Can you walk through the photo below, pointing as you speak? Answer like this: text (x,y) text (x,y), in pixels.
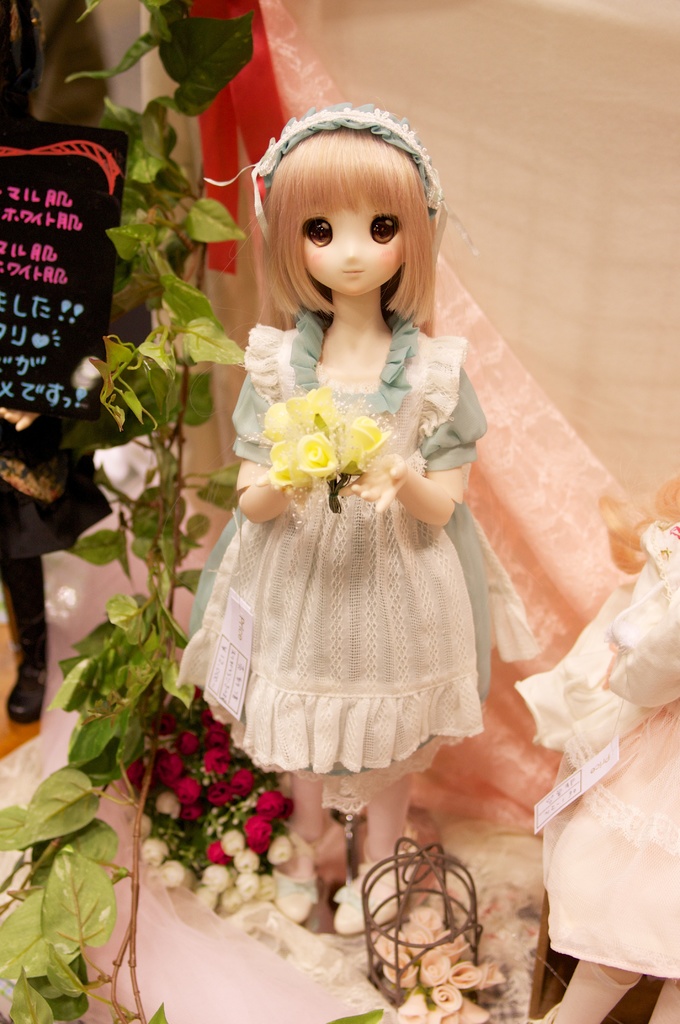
In this image in the center (305,566) there is one doll (331,318), and on the right side (632,545) there is another doll (640,744). And at the bottom (144,799) there are some flowers (435,941), plants (132,398), and in the background (14,168) there is a board (87,225). On the board (112,264) there is text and some clothes (556,517).
